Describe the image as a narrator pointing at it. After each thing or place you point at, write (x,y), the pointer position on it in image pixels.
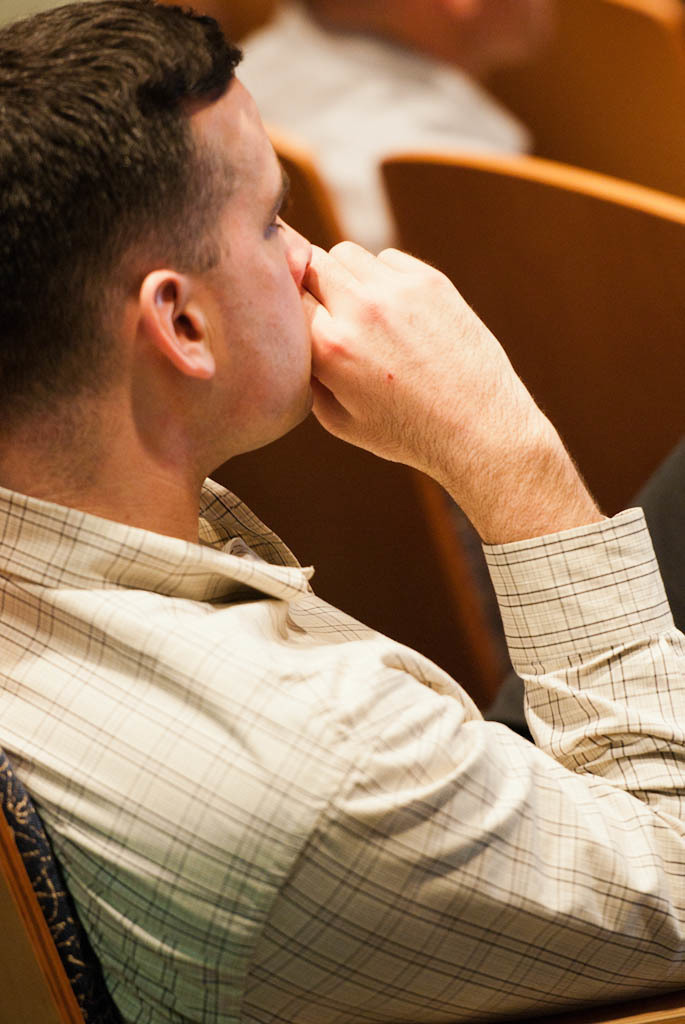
In this image I can see a person (658,840) sitting and the person (112,951) is wearing cream color shirt (240,907), background (663,25) I can see few chairs (625,67) in brown color.
